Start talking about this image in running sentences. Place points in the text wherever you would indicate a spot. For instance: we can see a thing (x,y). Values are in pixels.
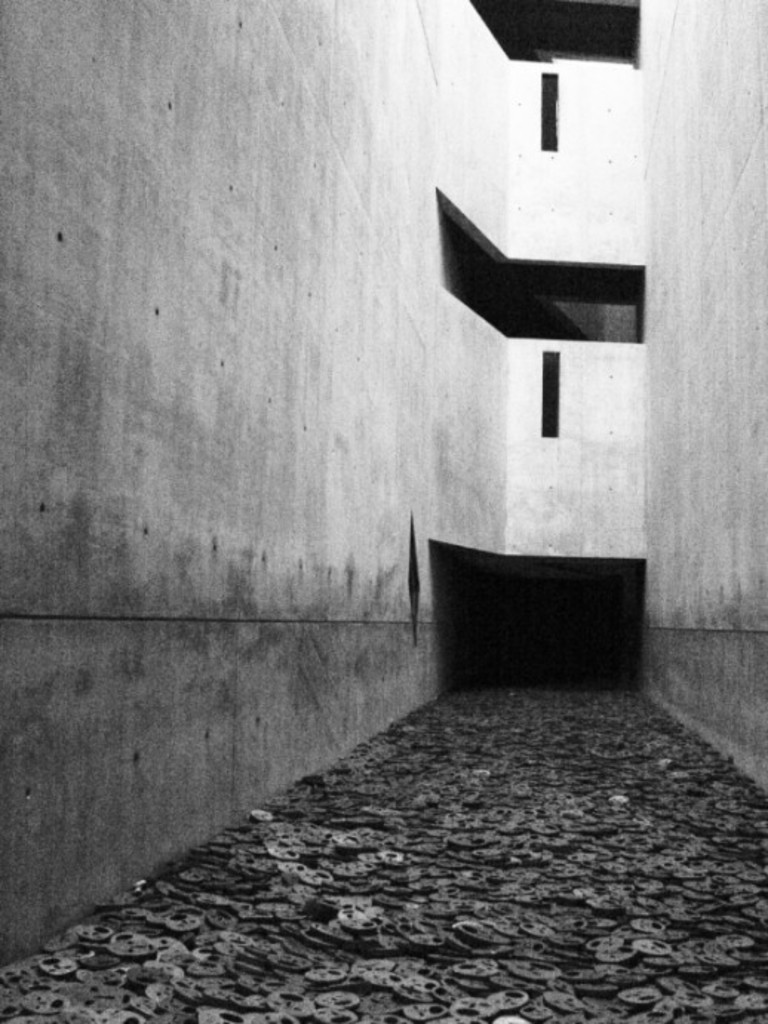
In this black and white picture many objects (385,789) are on the floor (539,869). Background (636,494) there is a wall (504,254).
